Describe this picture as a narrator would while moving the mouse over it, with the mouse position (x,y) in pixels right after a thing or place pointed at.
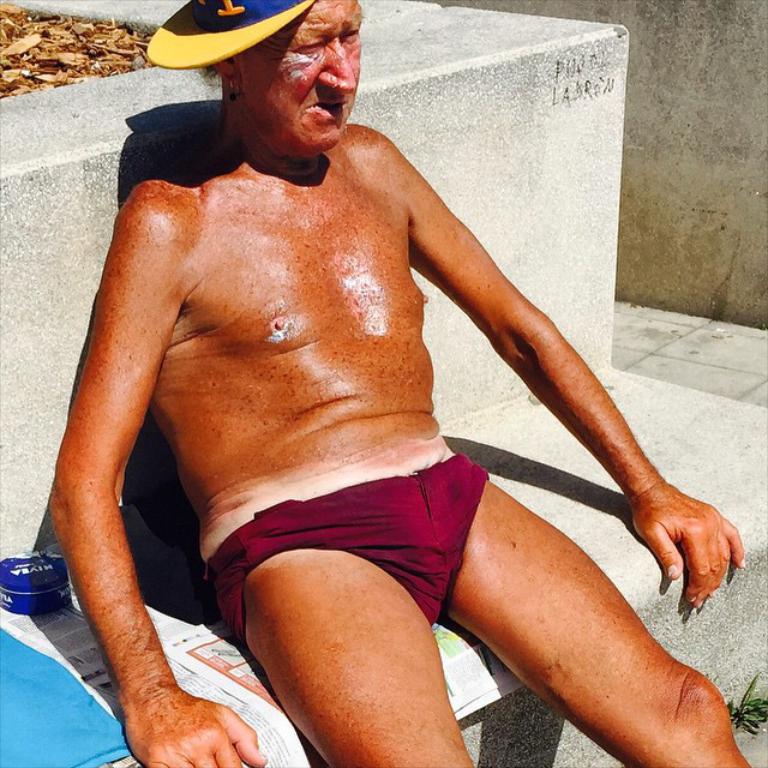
This picture is clicked outside. In the center (339,364) there is a person (318,195) wearing a cap (253,26) and sitting on a concrete bench (576,518). On the left (30,648) we can see the newspaper (38,632) and some other items (43,666) are placed on the bench (0,180) and in the background (63,44) we can see the dry leaves (77,46) and the wall (685,77).
